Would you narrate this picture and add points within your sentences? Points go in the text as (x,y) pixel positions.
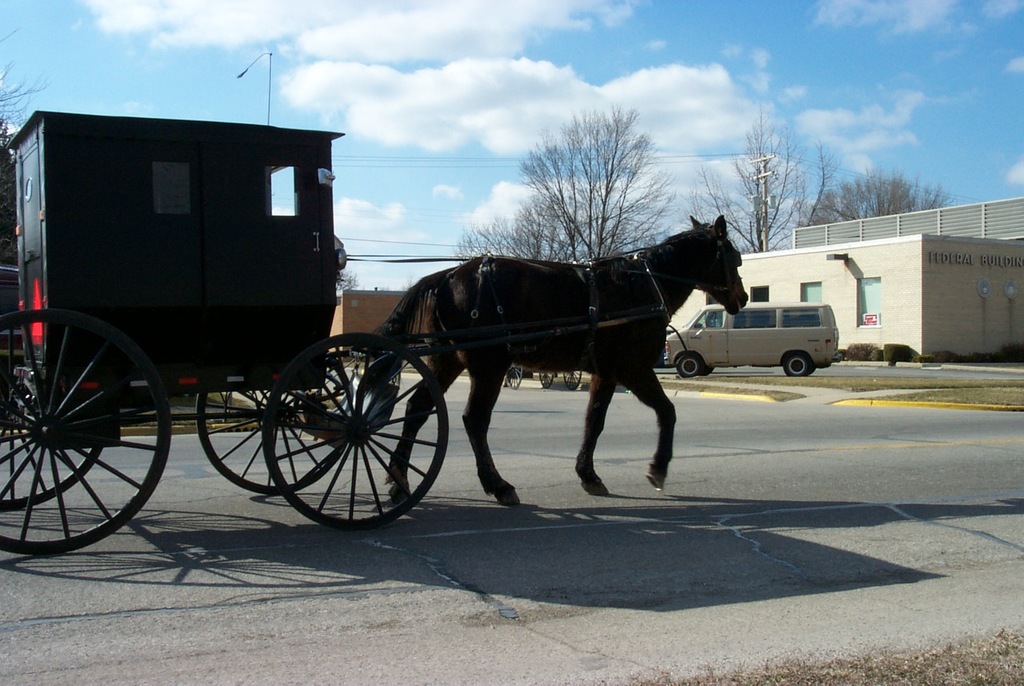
In this picture I can see a cart (173,258) in front (59,177), which is tied to the horse (496,333) and I can see the road (953,614). In the background (665,344) I can see a van (703,347) and few buildings (952,325). I can also see few trees (542,156), poles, wires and I see the sky (372,81). In the middle of this picture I can see few plants (981,361) and I see the grass (1006,396).
